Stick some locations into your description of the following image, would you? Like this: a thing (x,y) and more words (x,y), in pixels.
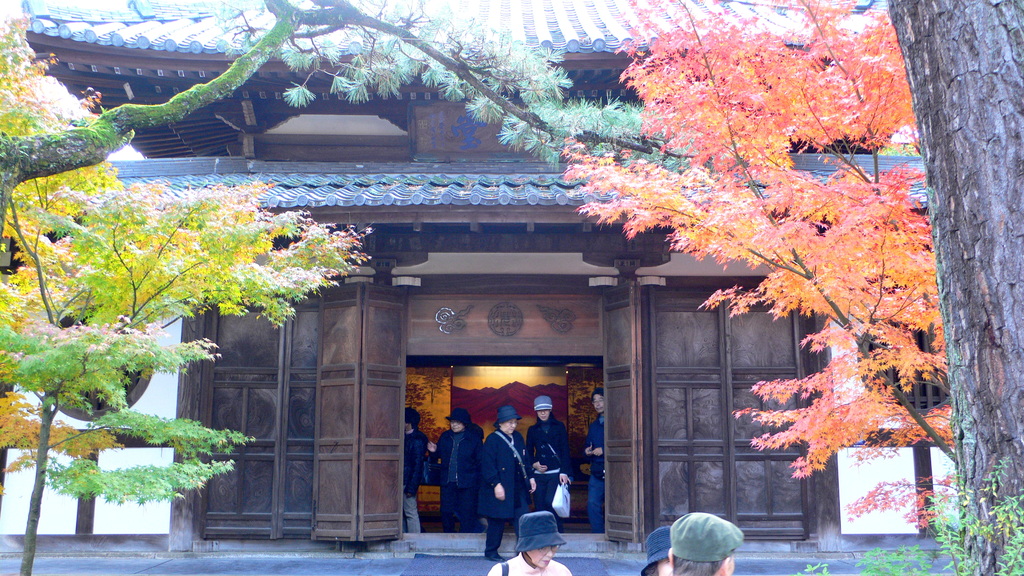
In this picture we can see some people (484,492) are standing and in front of the people (558,430) there are trees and behind the people (527,465) there is a wooden wall (365,462) and it looks like a house (615,347).
